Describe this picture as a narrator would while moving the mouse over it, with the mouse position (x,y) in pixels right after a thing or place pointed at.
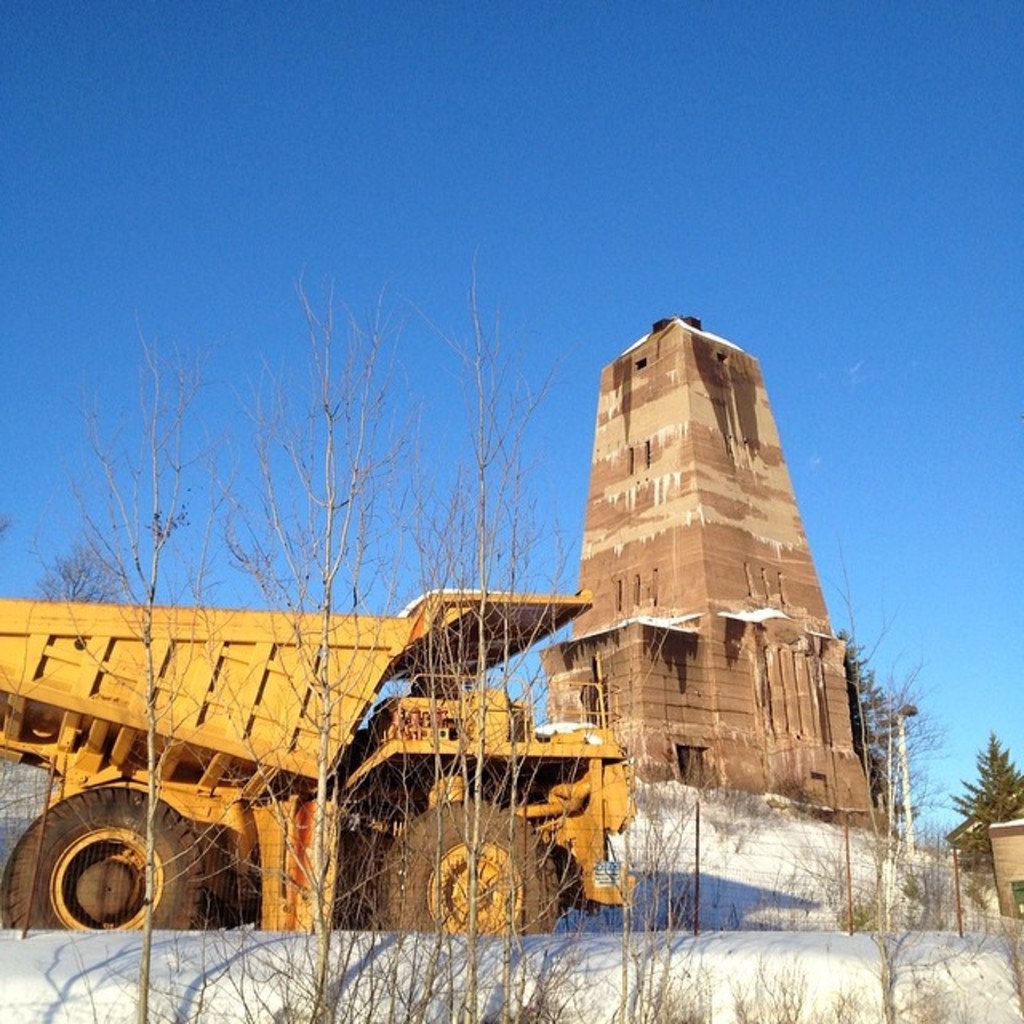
In the foreground of the image (84,998) we can see fence (546,842), dry trees (322,660) and yellow color vehicle (400,845) on the snow (619,935). In the background (686,626), we can see a building (721,735) and trees (854,728). Behind the building (699,612), we can see the blue color sky (292,244).
